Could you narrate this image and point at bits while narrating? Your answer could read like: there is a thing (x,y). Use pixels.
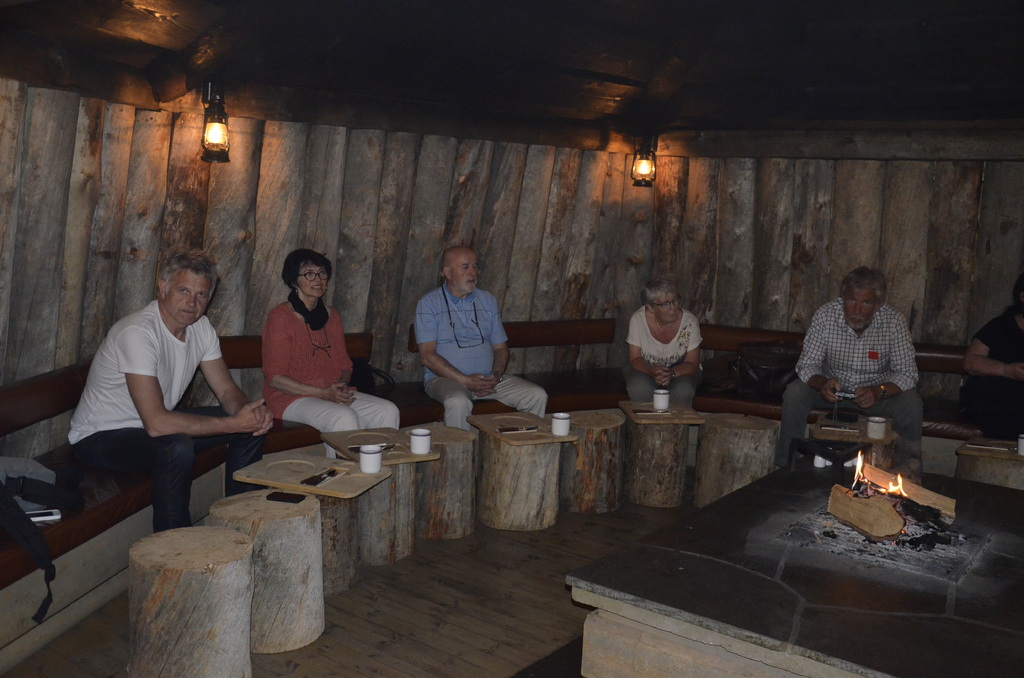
In this picture we can see some people (376,398) are sitting on the couch (133,517), in front of them we can see some tree trunks (300,542), on which we can see some things (535,427) are placed, we can see some lamps (218,134) are hanged.
